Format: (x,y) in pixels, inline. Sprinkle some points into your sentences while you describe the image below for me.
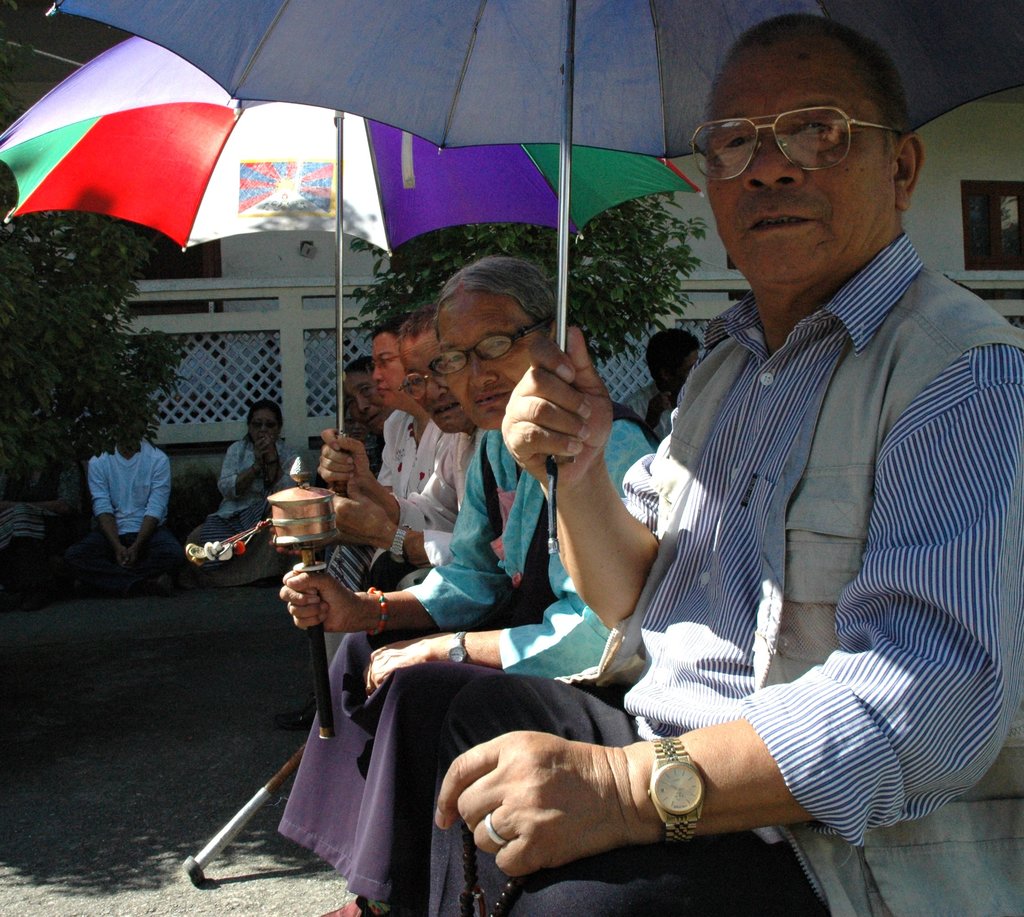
In this image we can see some group of old men (451,594) sitting, some are wearing spectacles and some are holding umbrellas (491,7) in their hands (356,468) and in the background of the image (325,332) there are some plants (165,372), fencing (182,382) and there is a wall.
